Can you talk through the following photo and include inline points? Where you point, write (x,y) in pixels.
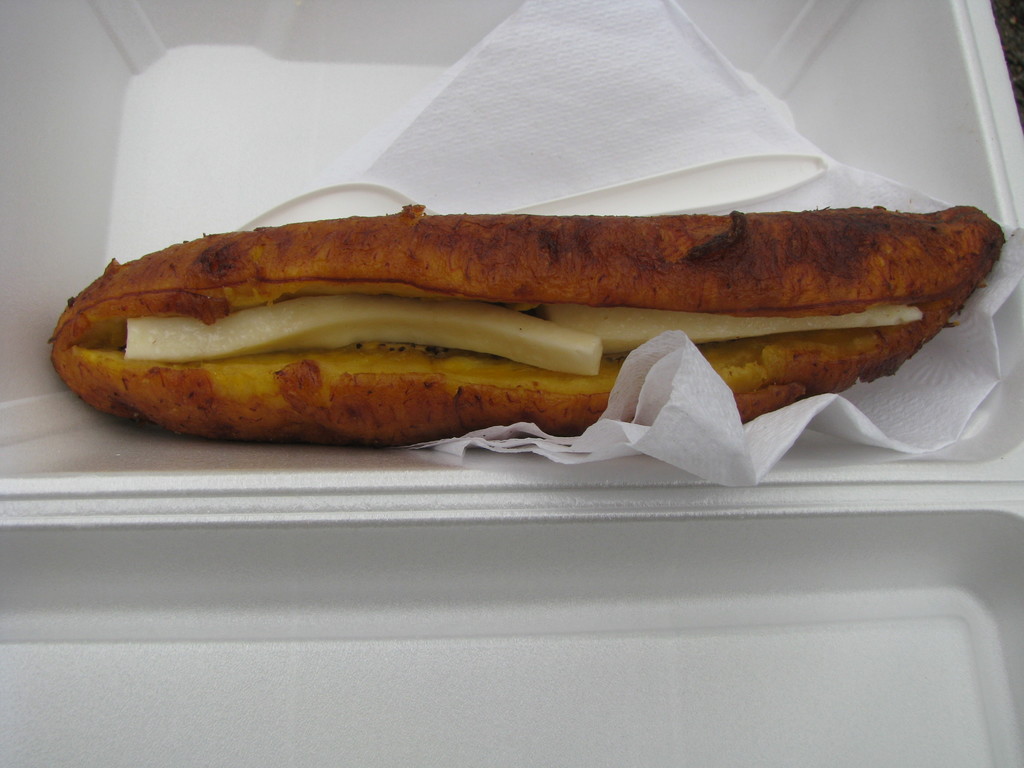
In this picture, we see an edible (543,228) and the tissue papers (709,397). It might be placed in the white box (855,505) or a tray (942,178). In the background (897,171), it is white in color.
